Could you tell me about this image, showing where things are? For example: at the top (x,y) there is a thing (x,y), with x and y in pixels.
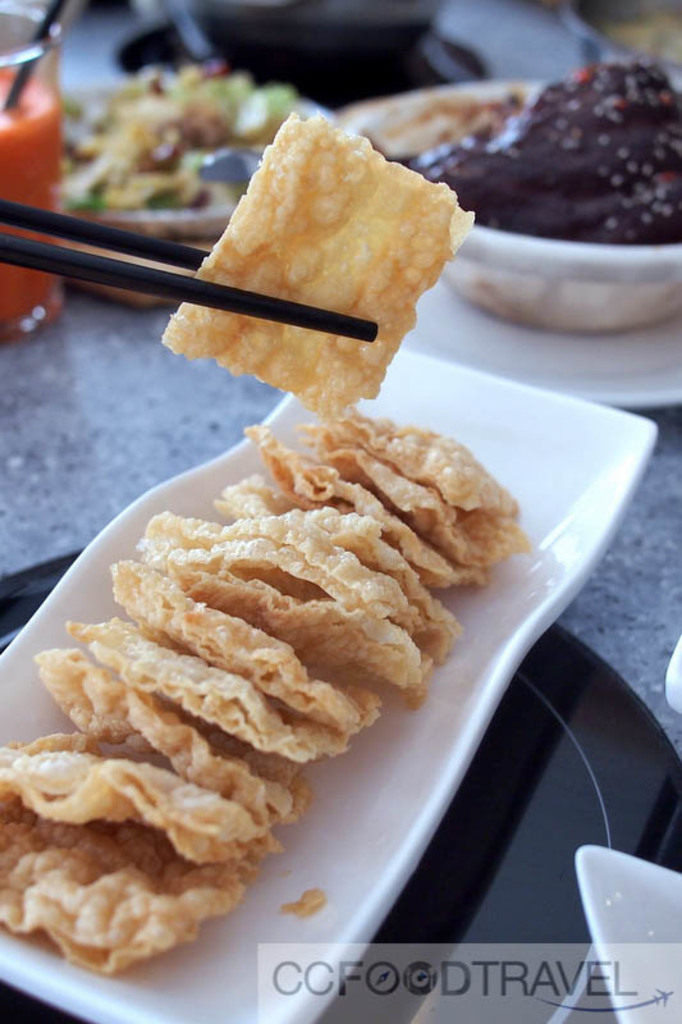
As we can see in the image there is a glass (32,119), bowl (602,247), plate (595,524), chopsticks (170,247) and some food items (345,426).
